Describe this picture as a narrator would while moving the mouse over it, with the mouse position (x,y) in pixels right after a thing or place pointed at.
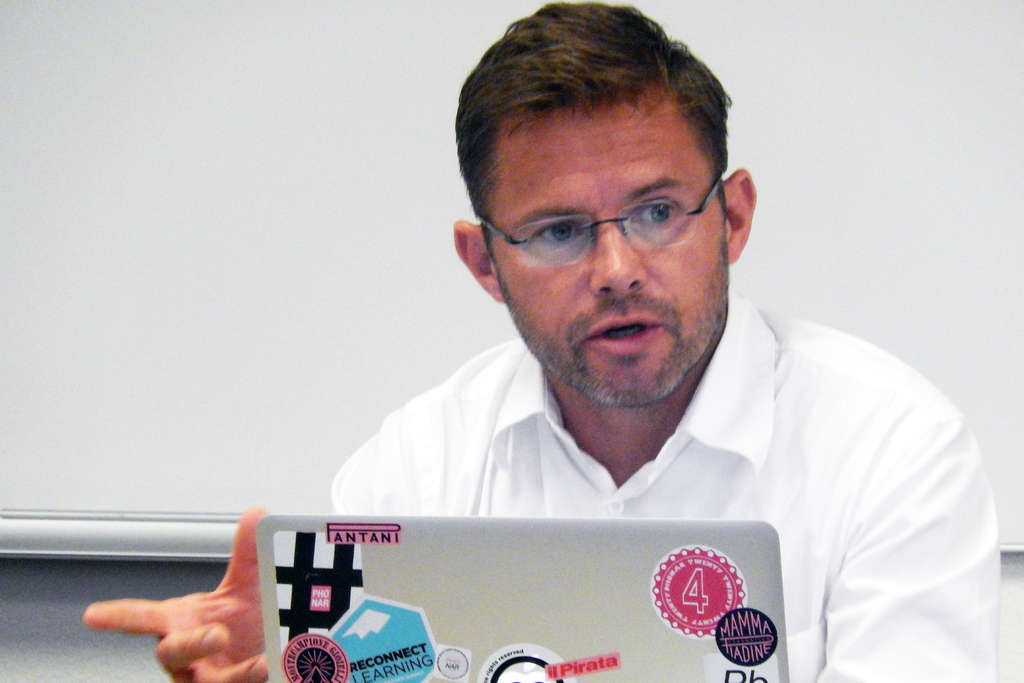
In this picture there is a person (750,401) sitting on the chair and in front (520,545) there is a laptop (514,571).
